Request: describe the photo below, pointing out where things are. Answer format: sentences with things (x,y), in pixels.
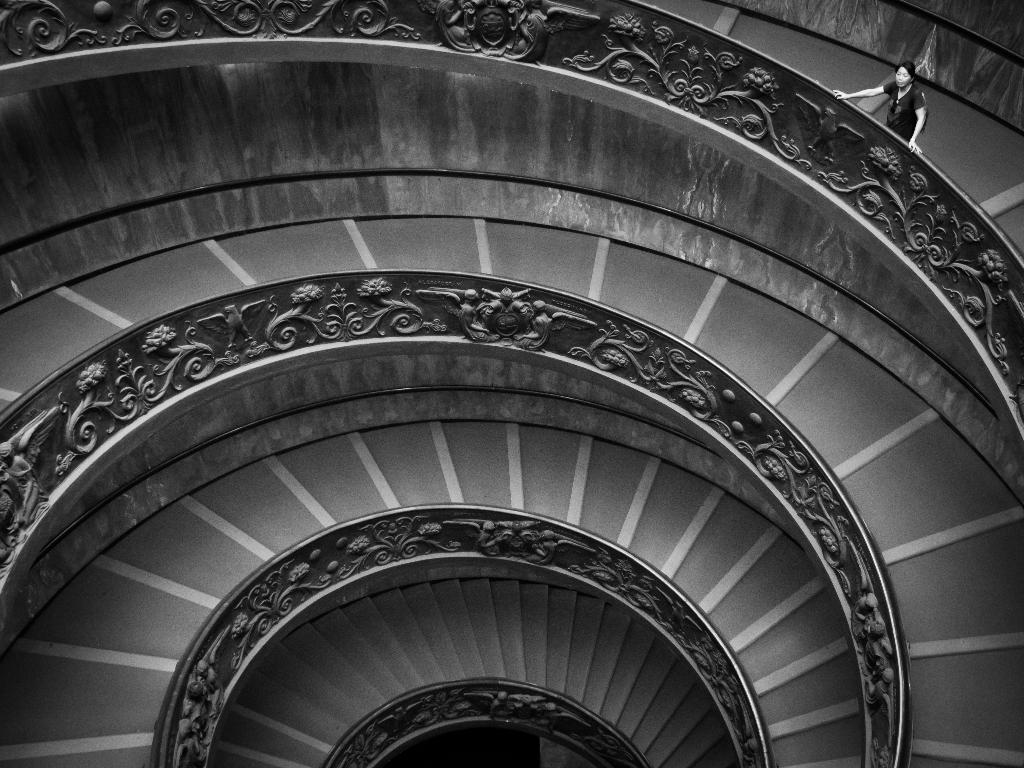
This is a black and white pic. Here we can see a spiral staircase (551,318) and on the right (904,86) at the top corner (897,66) there is a person (897,66) standing on the steps (941,137) and this is the wall (938,54).
